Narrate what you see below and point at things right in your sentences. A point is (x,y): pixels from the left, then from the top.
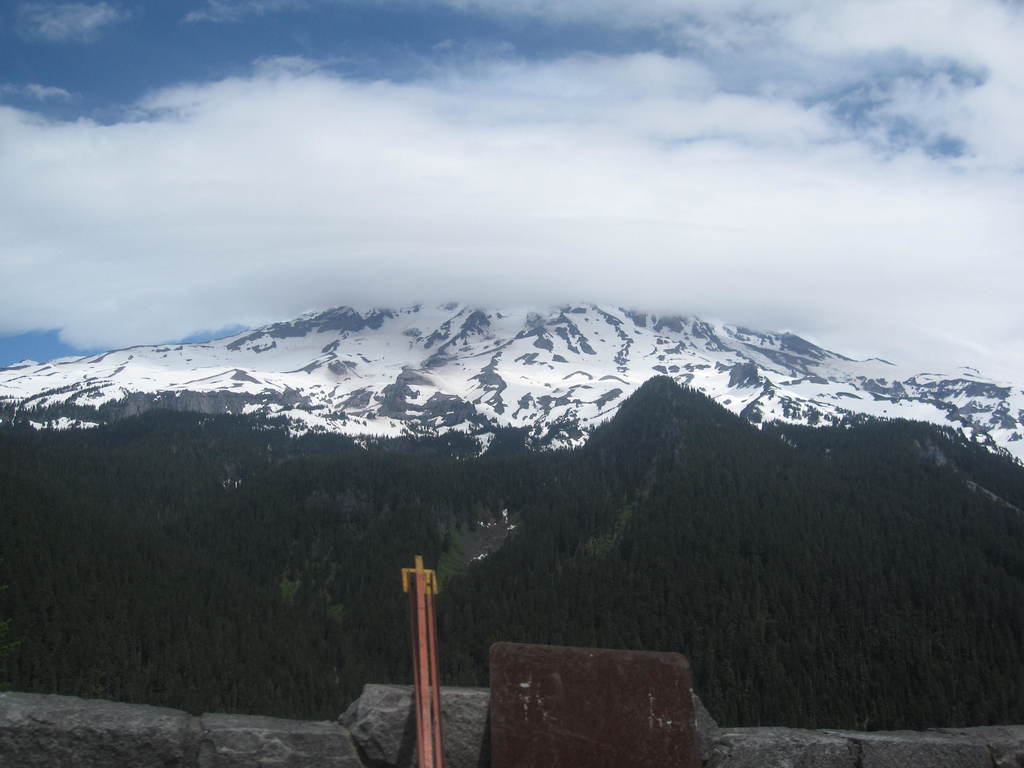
In this image there is the sky (256,202) visible at the top (209,190), in the middle (481,372) there is the hill (193,395), valley (245,575), at the bottom (1005,761) there are stones (157,706), some other objects (429,721) visible.
